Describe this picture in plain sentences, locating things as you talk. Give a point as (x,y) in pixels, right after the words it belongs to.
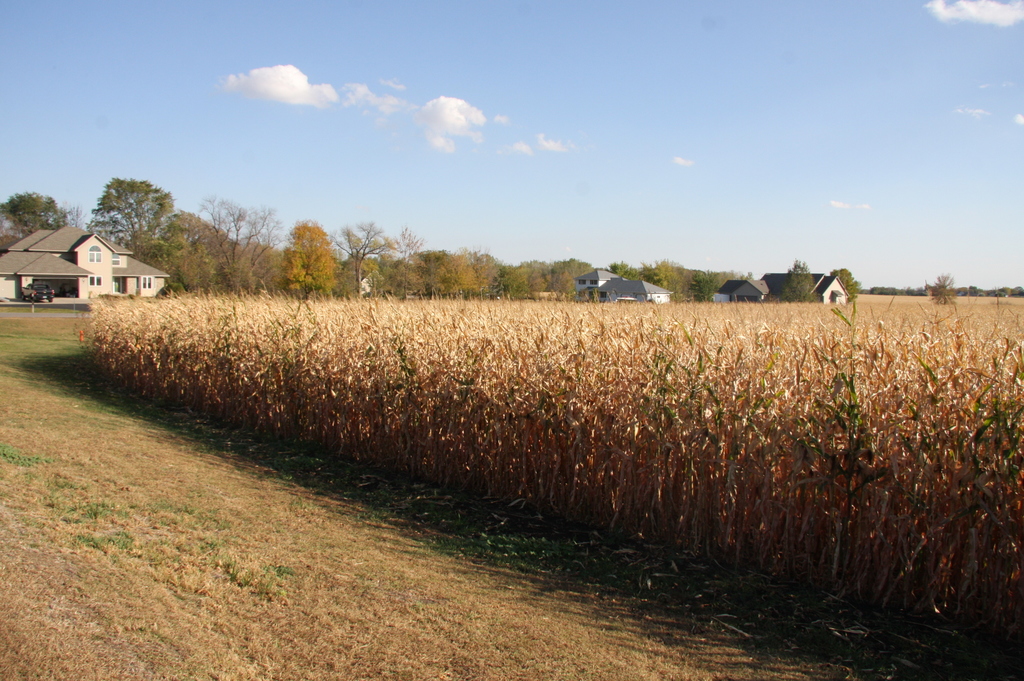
In this image, we can see few plants (407,420), grass (35,363), houses (62,282), trees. Background (360,180) there is a sky (459,115).
